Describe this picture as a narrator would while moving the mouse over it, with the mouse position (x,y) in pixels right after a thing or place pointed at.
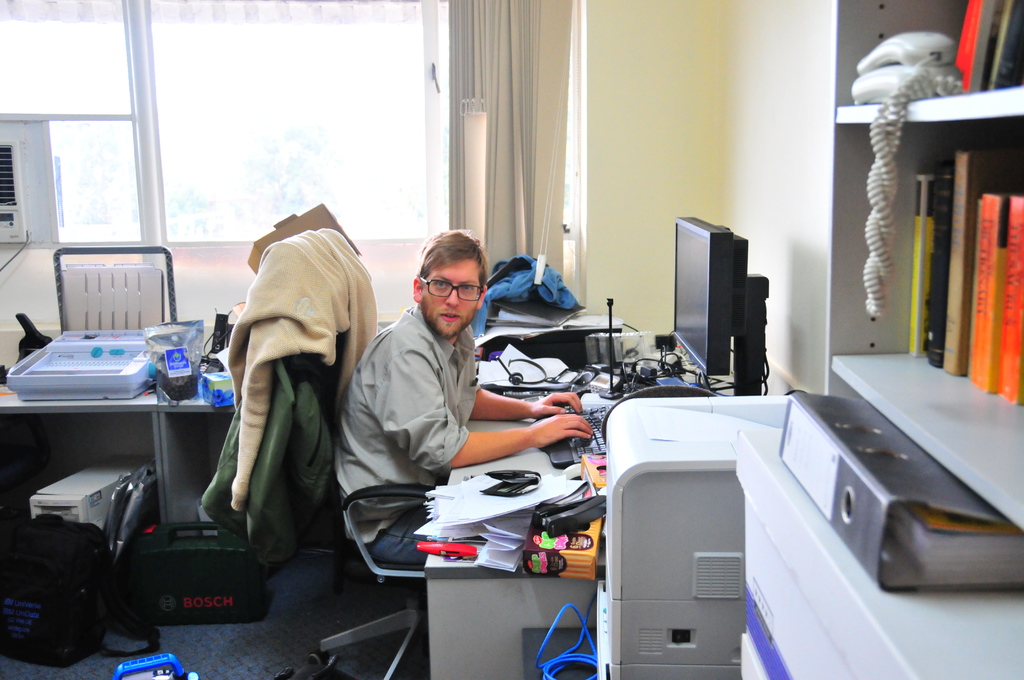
In this image I can see a man (345,431) is sitting on the chair (416,486). on the table (537,413) there is a system (680,296), paper (509,539) and some objects (196,347). On the floor (196,634) there is a bag (58,536).
